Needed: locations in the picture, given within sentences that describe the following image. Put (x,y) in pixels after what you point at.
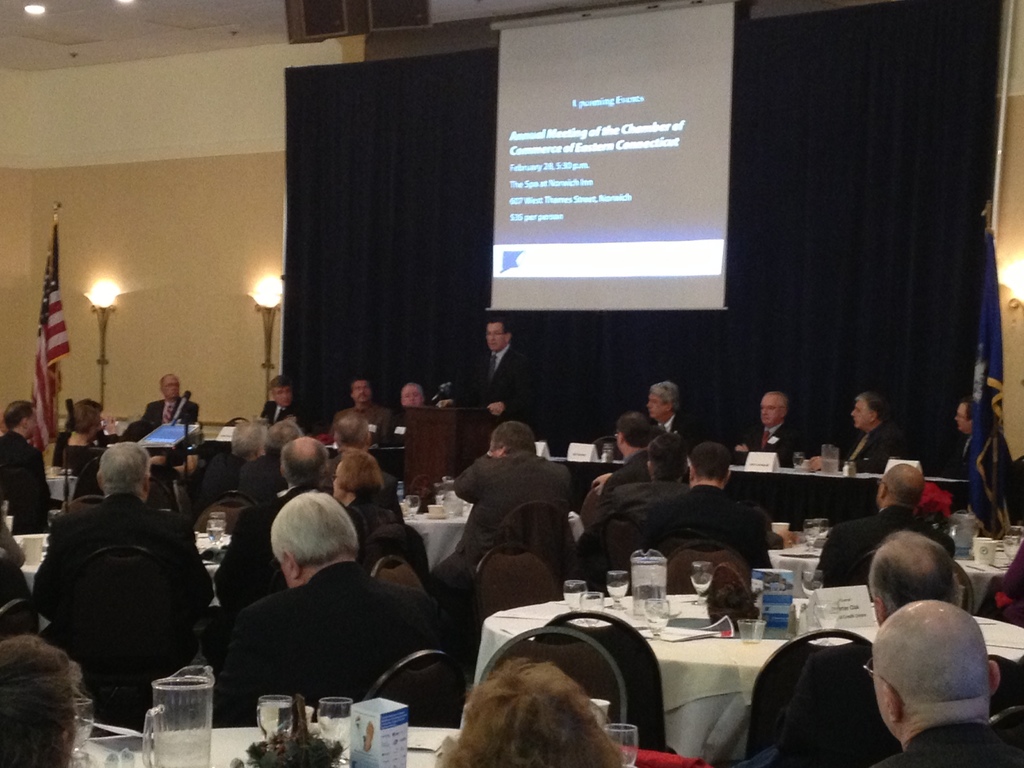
As we can see in the image there is a screen (609,147), curtains (383,251), lights (116,289), wall (189,271), flag (49,343) and few people (361,486) sitting here and there. There are chairs (800,672) and tables (259,733). On tables (474,670) there are glasses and bottles (170,746).
